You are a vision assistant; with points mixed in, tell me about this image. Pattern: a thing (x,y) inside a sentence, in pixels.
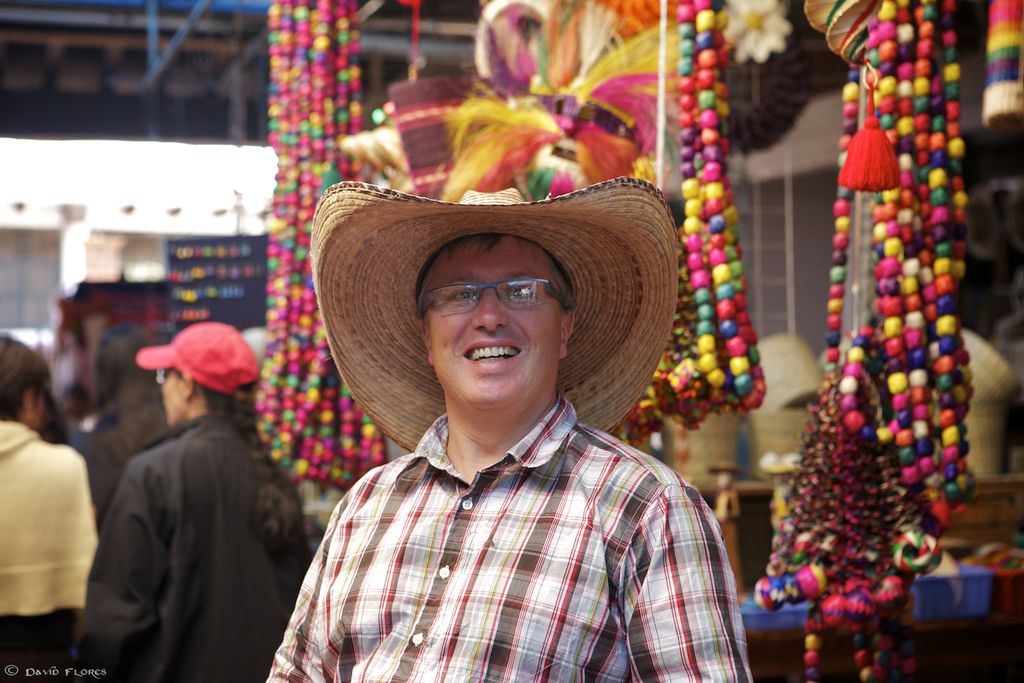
This is the man (537,516) standing and smiling. He wore a hat (409,277). These are the colorful beads (277,79). On the left side of the image (221,521), I can see two people (214,519) standing. In the background (713,490), I can see few objects (796,397). At the bottom left side of the image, this is the watermark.
